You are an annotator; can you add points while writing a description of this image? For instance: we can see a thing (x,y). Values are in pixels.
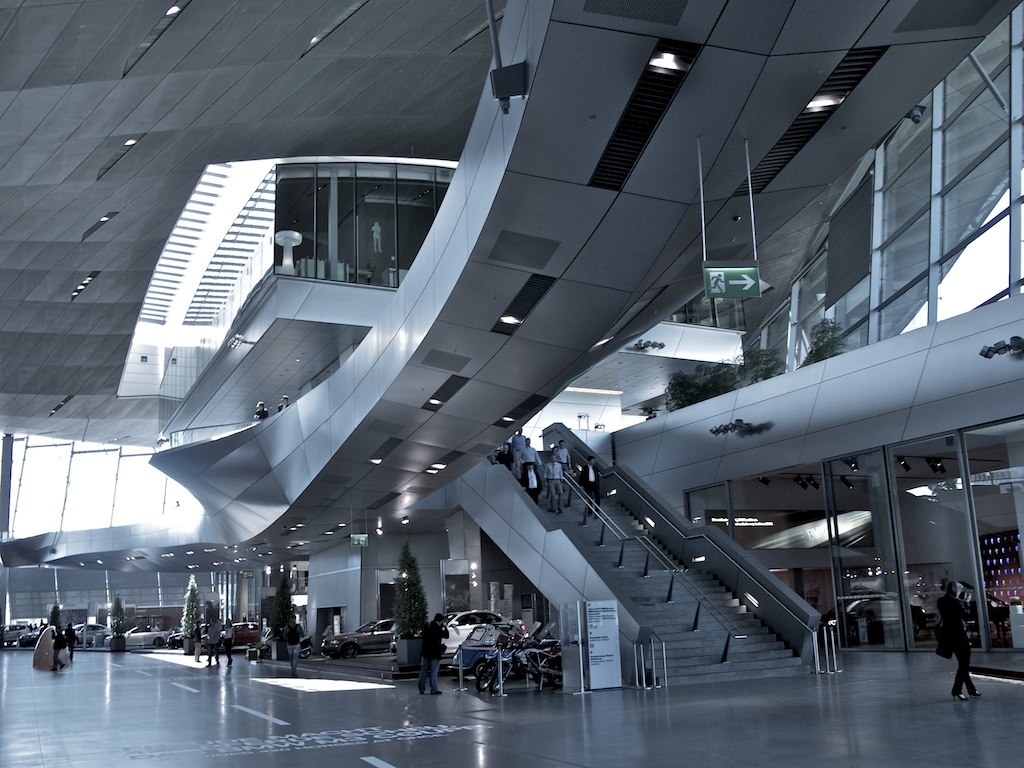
This is the inside view of a mall (325,606), in this image there are a few people (57,656) walking and there are trees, behind the trees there are some vehicles (473,650) parked and there is a staircase (682,638) with metal rods (671,577), beside the staircase (666,631) there is a display board (586,610), at the top of the image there is sign boards (716,279), plants (707,369), glass walls (901,245) supported with metal rods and lamps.
